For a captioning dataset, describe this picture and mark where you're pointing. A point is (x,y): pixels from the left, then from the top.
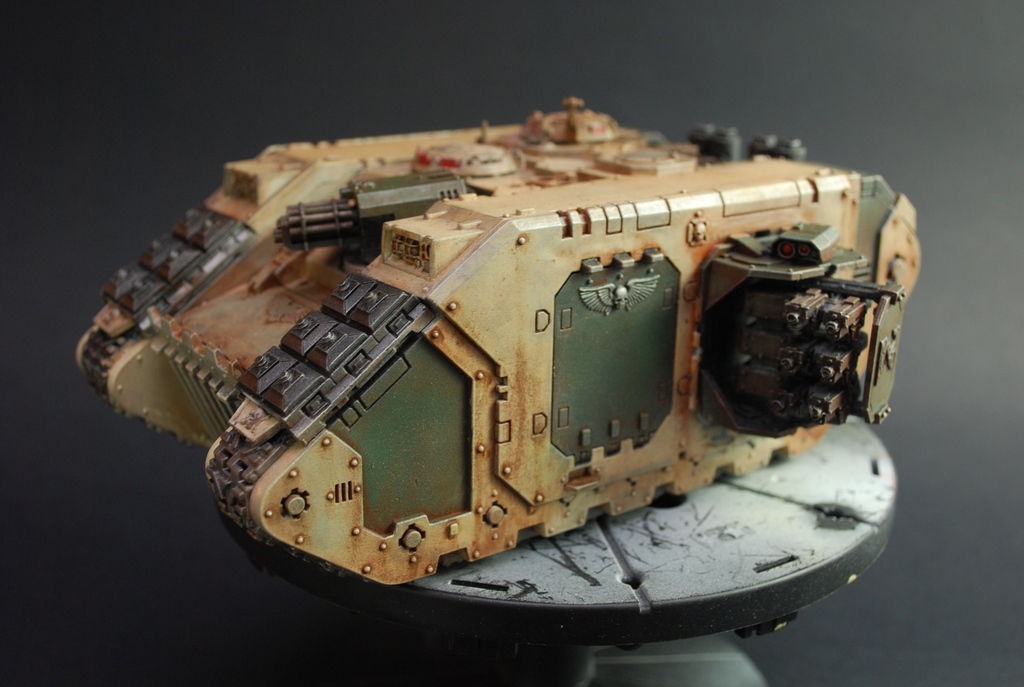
In this image there is a toy of a panzer (505,336) on a surface (609,521), there is an object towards the bottom of the image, the background of the image (476,9) is dark.
